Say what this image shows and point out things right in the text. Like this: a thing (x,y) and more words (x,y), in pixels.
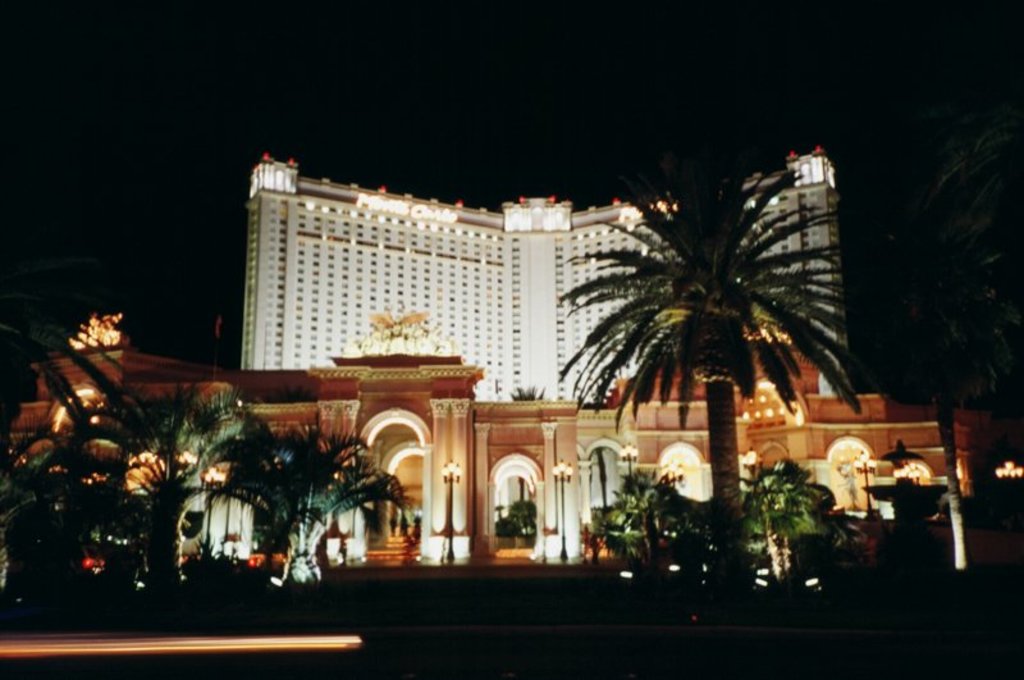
In this picture it looks like the night view of a hotel (281,198) with many floors (372,257), pillars (561,529) and lights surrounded by trees (383,491) and plants (64,382). The sky (249,150) is dark.
